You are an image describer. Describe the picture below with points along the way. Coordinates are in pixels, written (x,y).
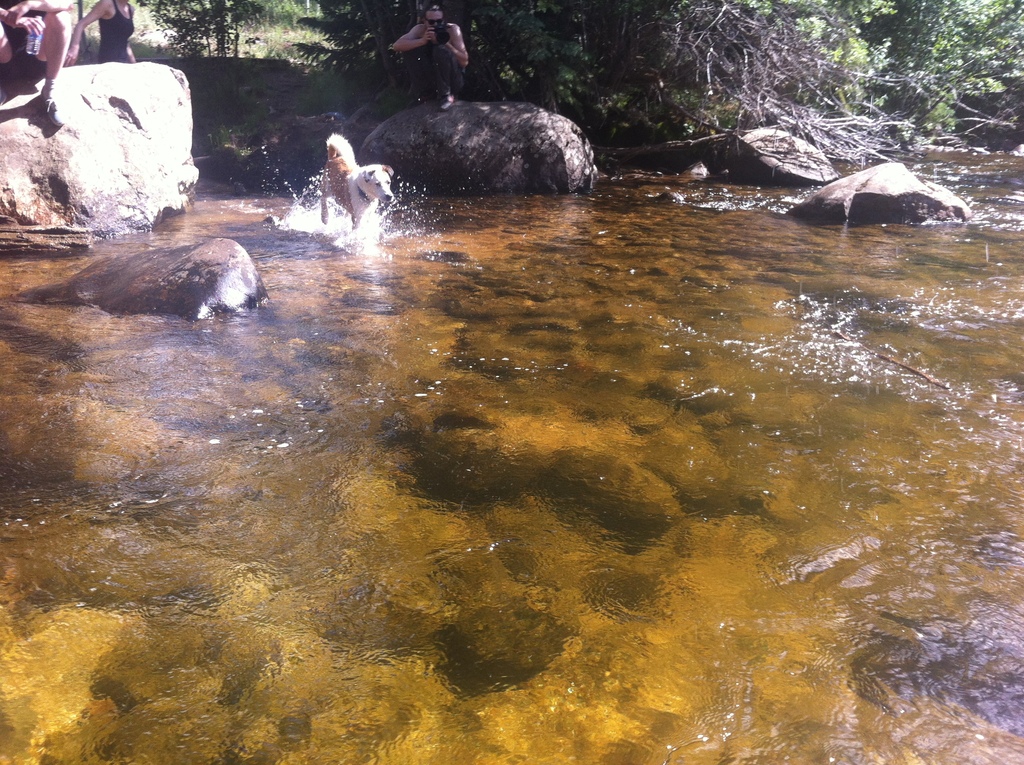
In this picture we can see a dog (371,193) in the water (454,343), and few people (28,77) are seated on the rocks (578,147), in the background (601,105) we can see few trees (726,67).
